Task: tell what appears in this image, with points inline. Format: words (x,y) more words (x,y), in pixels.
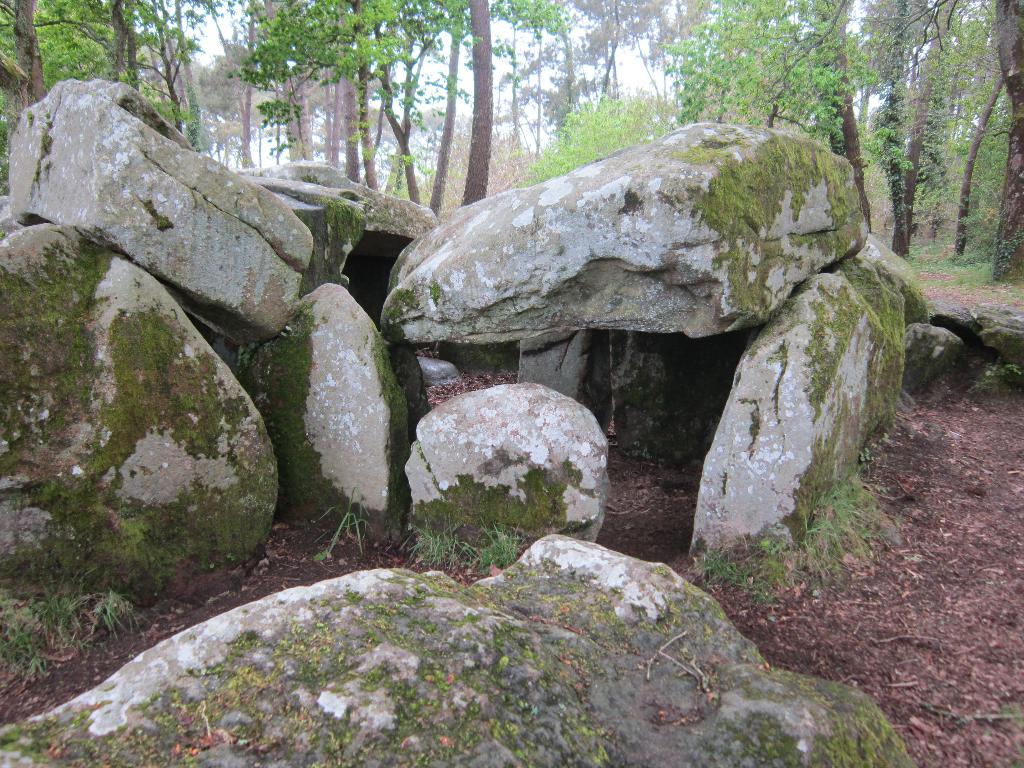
In this image I can see few stones (183,430) and in background (857,178) I can see number of trees (843,77).
